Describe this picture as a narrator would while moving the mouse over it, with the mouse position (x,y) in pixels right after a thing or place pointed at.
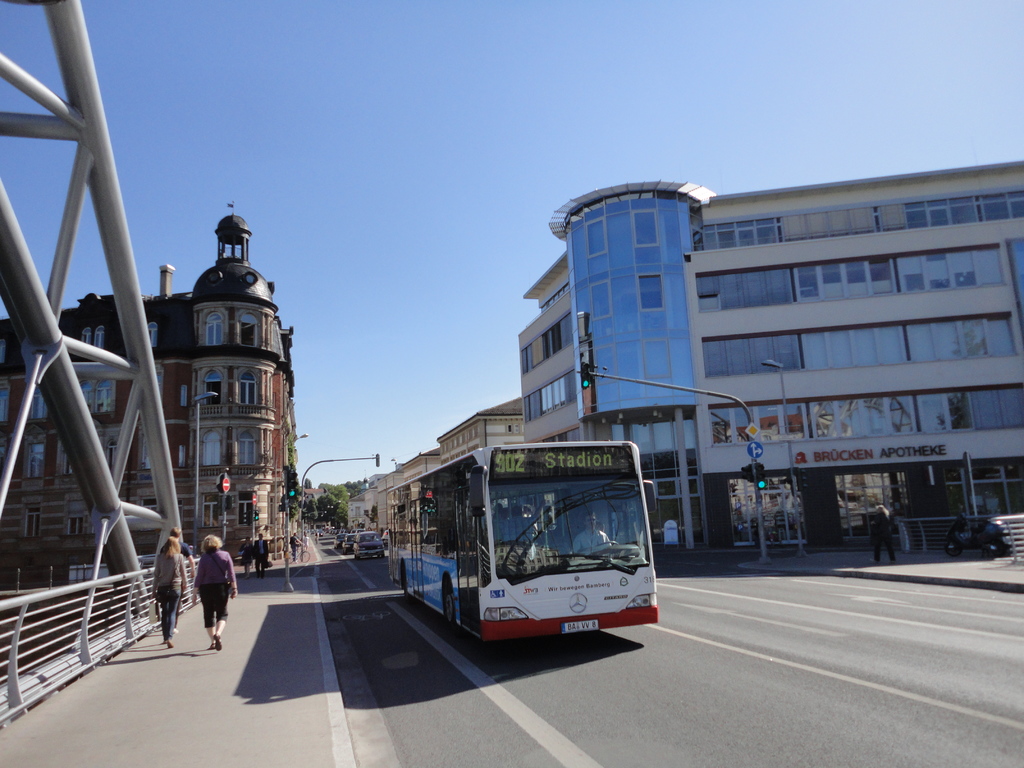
In this image there is a bridge (189,684) in the middle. On the bridge (63,657) there is a road (577,730). On the road (595,678) there are vehicles (447,588). There are buildings (250,393) on either side of the road (772,644). At the top (387,131) there is the sky (442,152). On the footpath (208,675) there are few people (227,566) who are walking on it.
